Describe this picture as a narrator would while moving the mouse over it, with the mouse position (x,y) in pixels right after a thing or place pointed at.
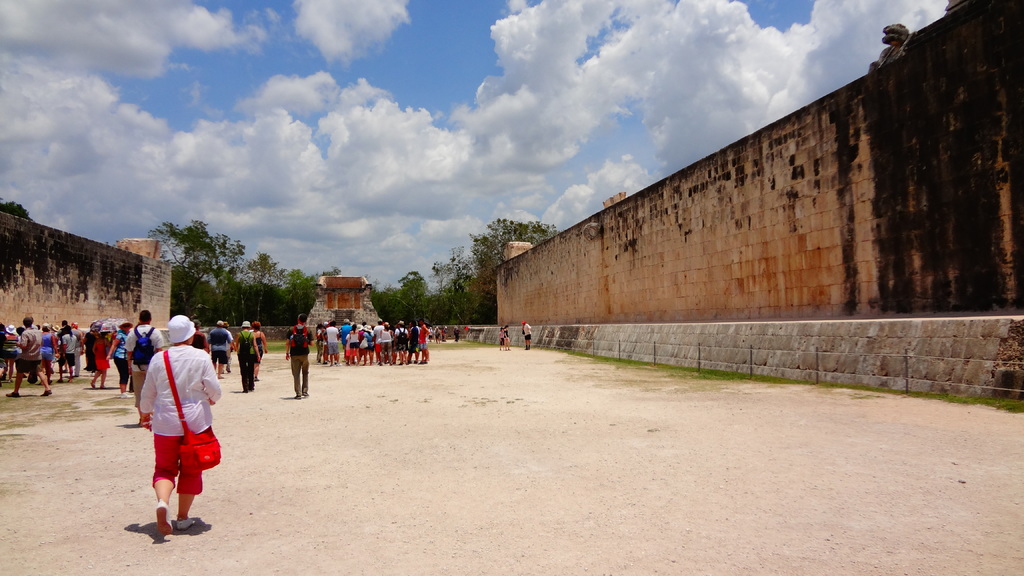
Here we can see a group of people (362,351) and there is a person (191,475) walking and he wore a red color bag (187,463). There are walls (713,306) and trees (437,265). In the background (248,229) there is sky (352,136) with heavy clouds (613,66).
